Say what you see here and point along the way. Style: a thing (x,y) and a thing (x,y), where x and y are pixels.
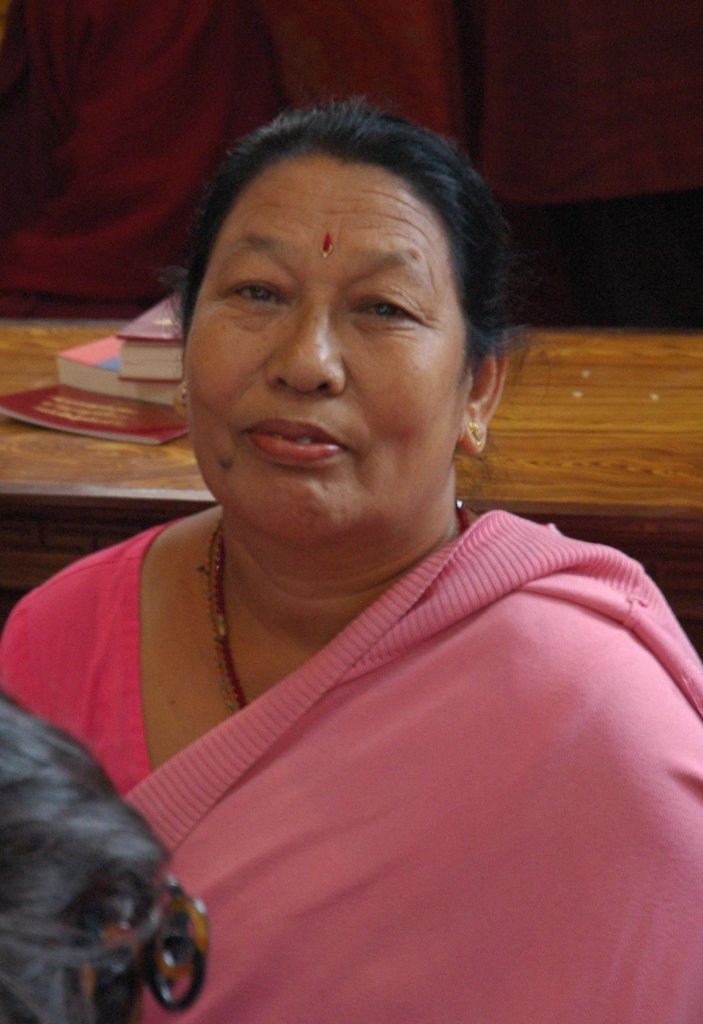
In this picture, there is a woman (389,316) wearing a pink saree (319,674). Behind her, there is a table (645,532). On the table (93,469), there are books (43,398).
